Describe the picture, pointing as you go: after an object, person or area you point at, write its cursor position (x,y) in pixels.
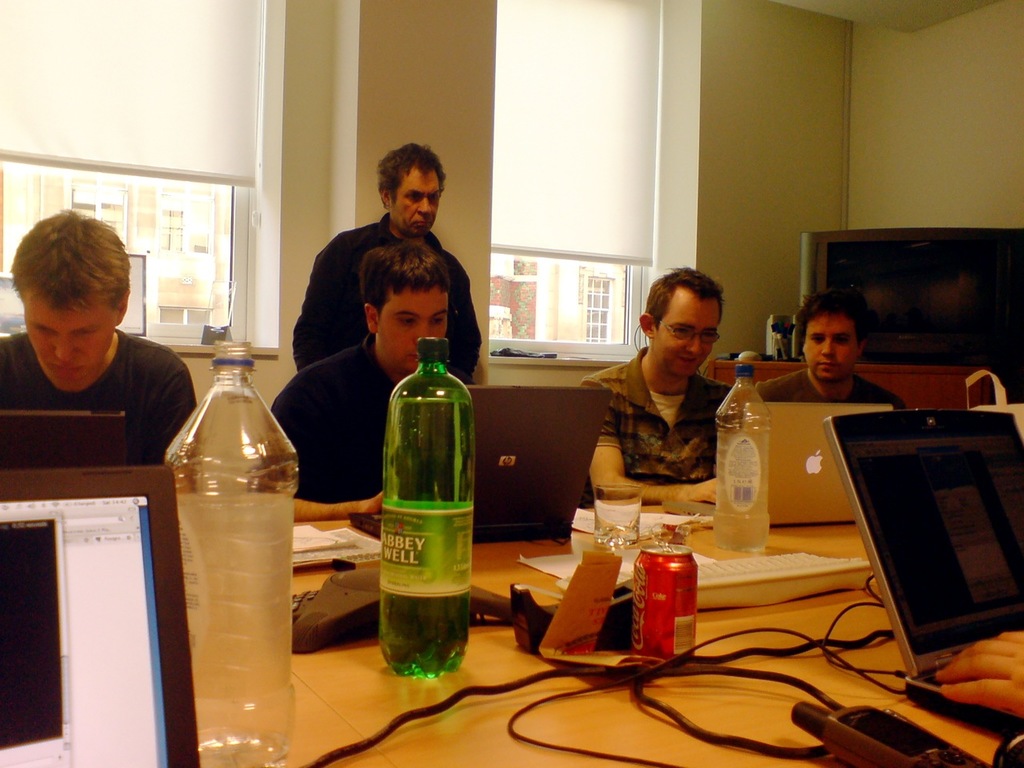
There are some people (392,369) sitting in the chairs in front of a table (692,692) on which laptops (531,495), water bottles (432,670), wires (720,658), coke tins (675,625) and papers (601,531) were placed. All of them were men (50,376). Behind them there is another guy (405,214) standing. In the background (129,92) there are some windows (593,308) curtains (536,164) and walls (736,132) here.
